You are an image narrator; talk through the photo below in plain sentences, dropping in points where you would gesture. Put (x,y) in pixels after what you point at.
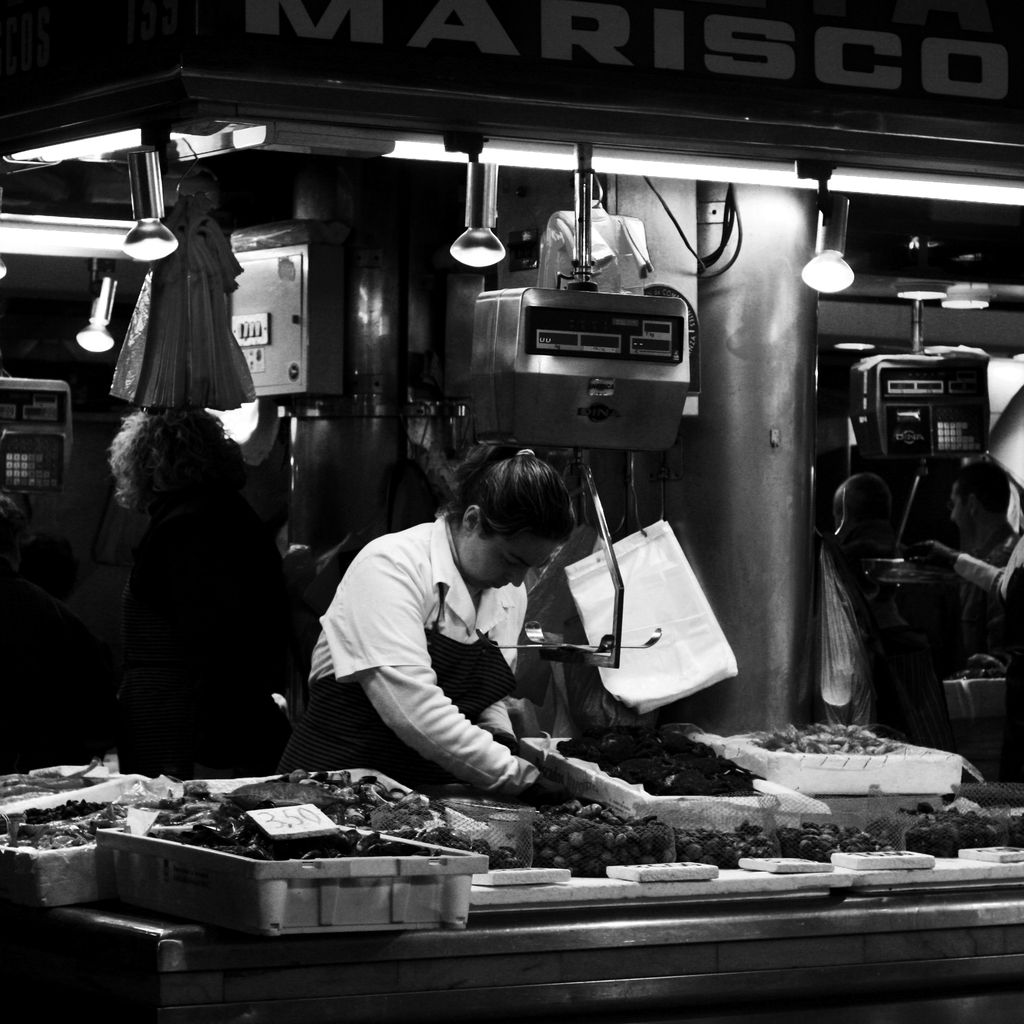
In this picture we can see a woman (366,673), in front of her we can see a table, on this table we can see baskets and few objects (520,810) and in the background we can see a person (275,627), board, lights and some objects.
